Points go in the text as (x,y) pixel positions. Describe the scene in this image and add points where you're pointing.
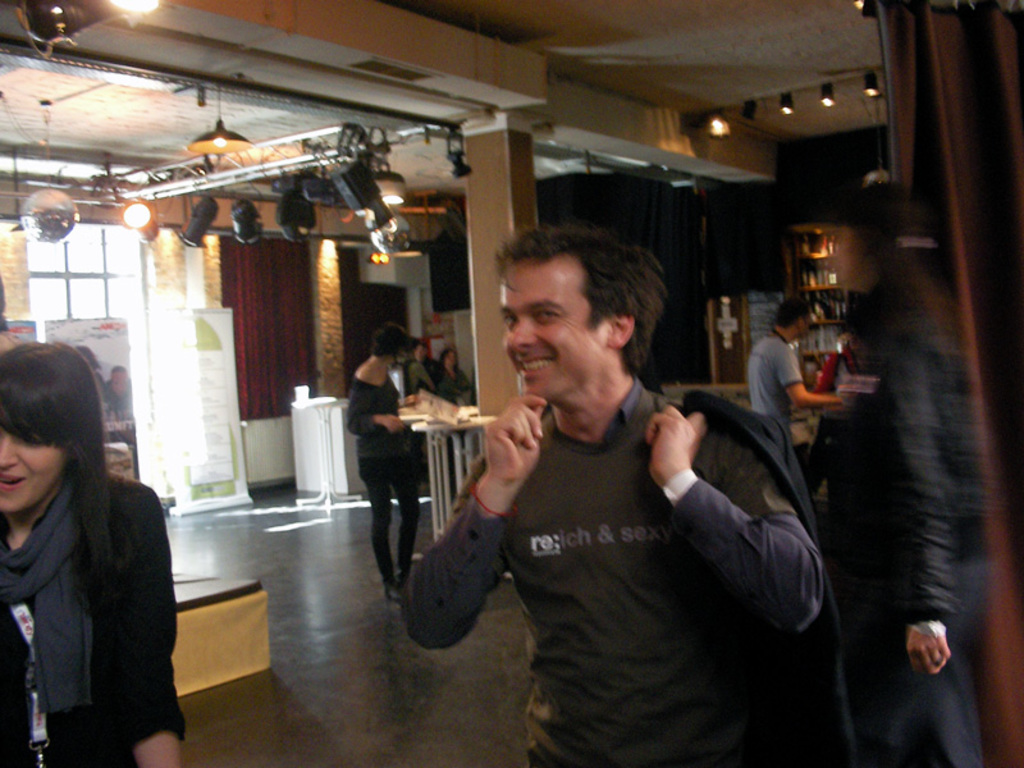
In this image there are groups of persons (716,525) doing different activities inside a hall (348,493), in the top (210,209) there are lights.
